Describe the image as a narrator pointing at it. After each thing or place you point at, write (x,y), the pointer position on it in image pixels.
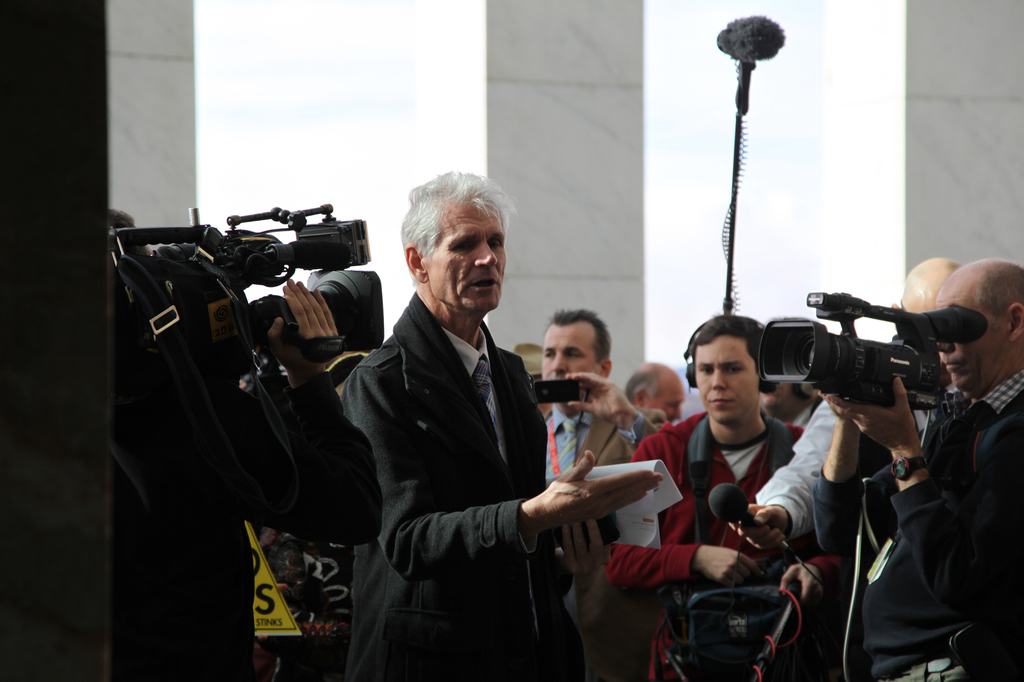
In the foreground of this image (497,447), there is a man (448,557) wearing black coat (448,576) is standing and holding a mobile (617,527) and papers (649,524) in his hand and there are persons (574,363) standing around him holding cameras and the mics (744,503). In the background (587,181), there is the sky (373,62) and the three pillars (583,96).
